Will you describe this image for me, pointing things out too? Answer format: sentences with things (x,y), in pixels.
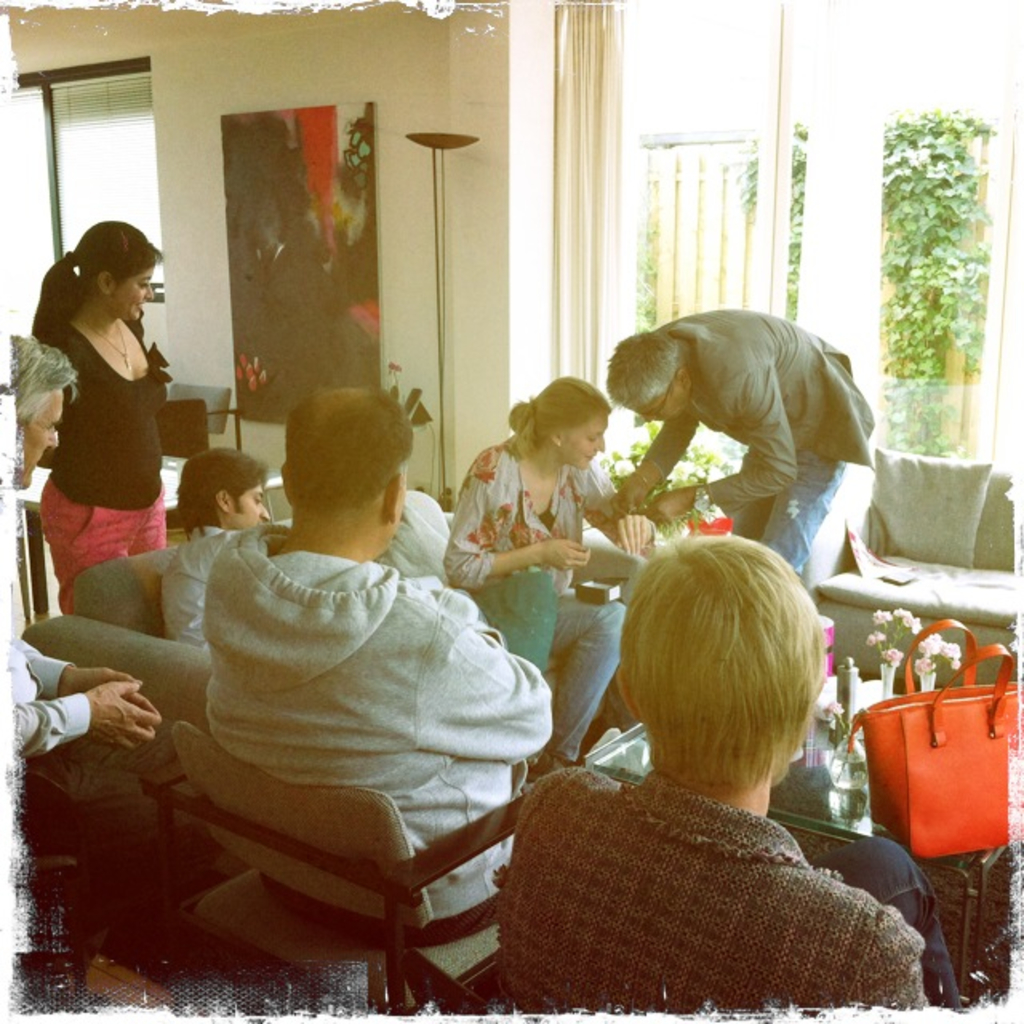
In this picture we can see a group of people (645,386) some are sitting and some are standing and in front of them there is table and on table (834,789) we can see bag (898,701), flower (933,646) and in background (318,197) we can see wall (398,209), frames (324,298), curtain (586,199).
